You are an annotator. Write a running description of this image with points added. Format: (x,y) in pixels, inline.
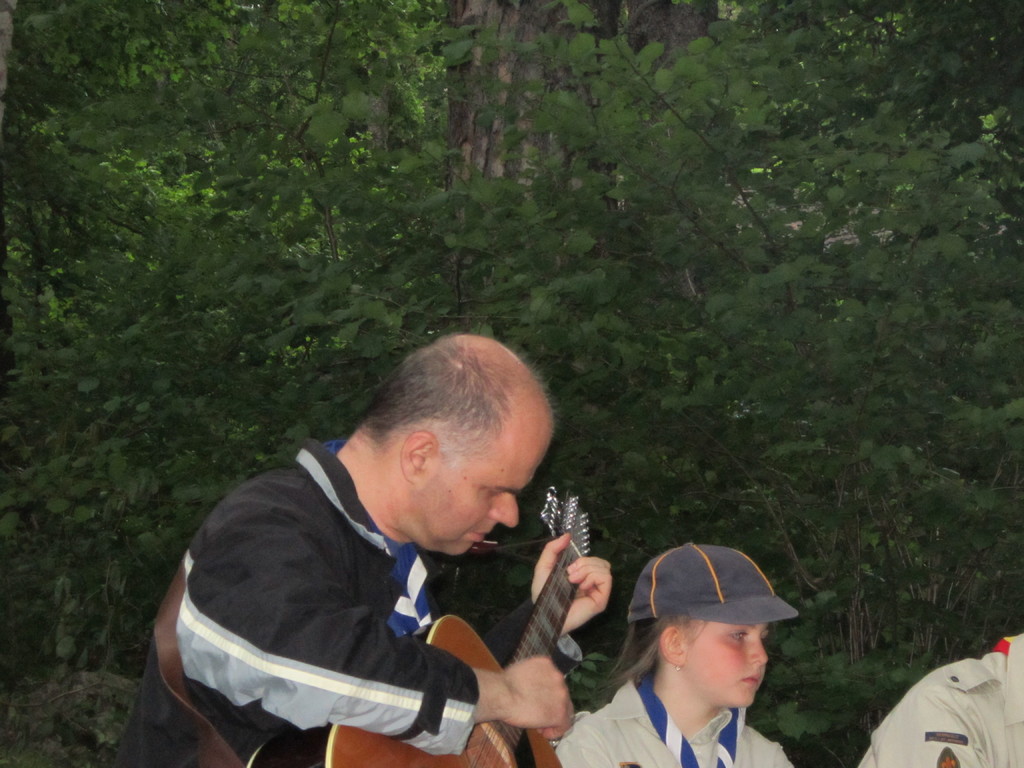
A man (402,421) is playing a guitar (485,750). Beside him there is a girl (771,757) wearing a cap (649,612).
